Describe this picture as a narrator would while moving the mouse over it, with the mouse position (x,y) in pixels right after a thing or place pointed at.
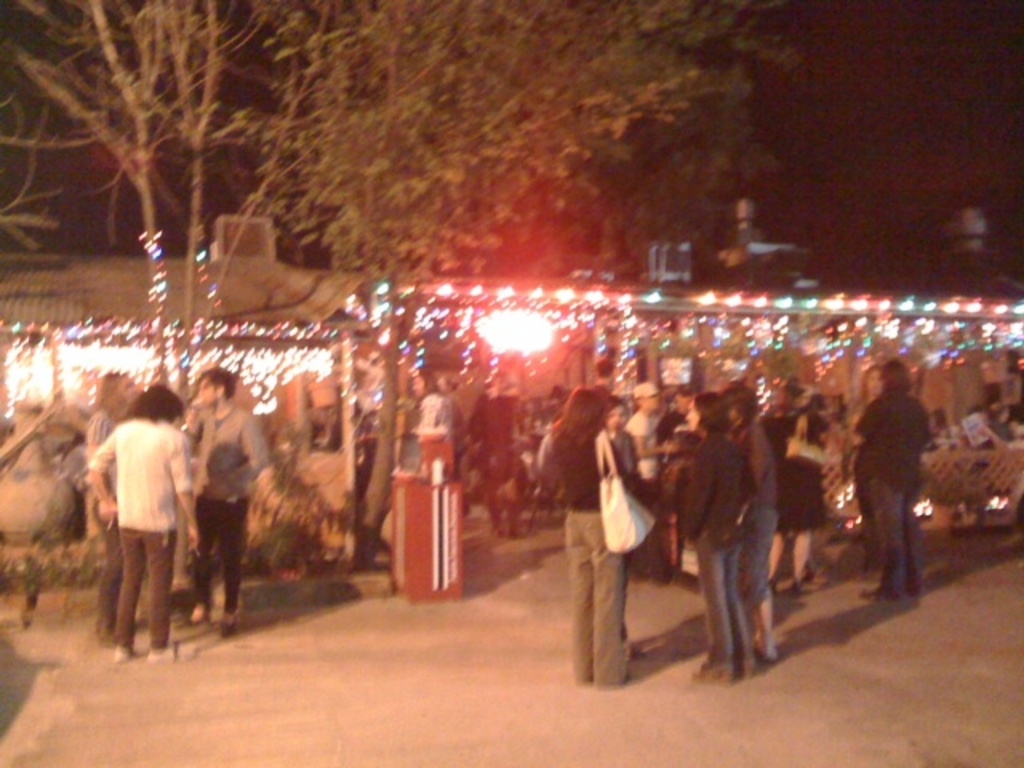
In this image I can see number of people (204,466) are standing and in the front (576,497) I can see one of them is carrying a bag (622,554). In the background (971,349) I can see few buildings (80,292) and on it I can see number of lights (521,344) as decoration (954,298). I can also see few trees (351,267) on the left side (296,31) and I can see this image is little bit blurry.
